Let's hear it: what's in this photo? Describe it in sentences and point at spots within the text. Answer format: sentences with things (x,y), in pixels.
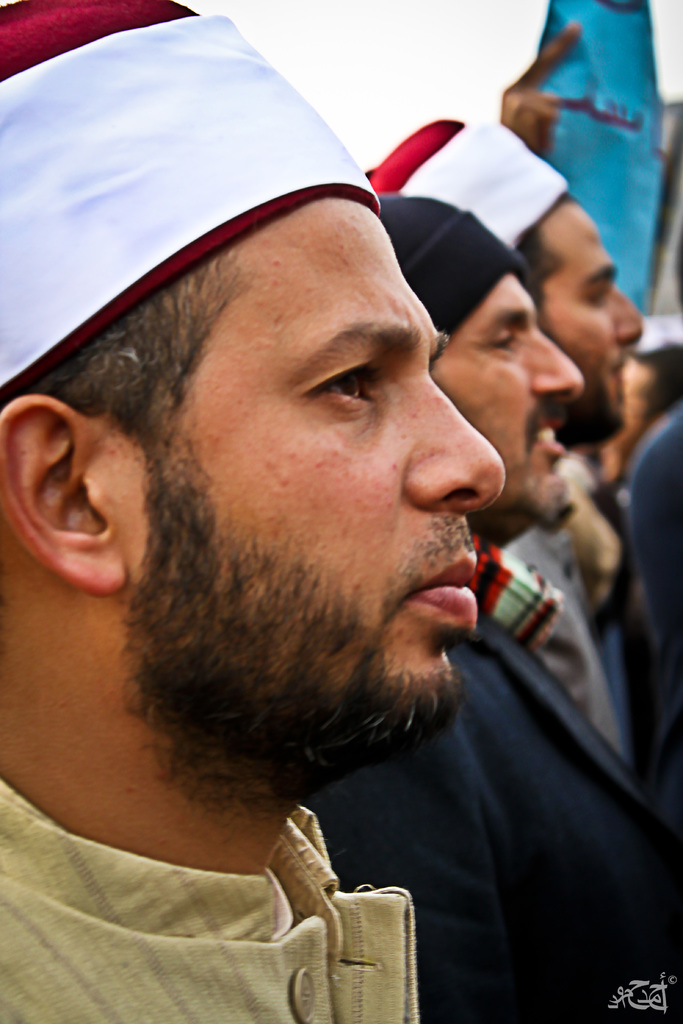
In the image in the center (339,605), we can see a few people (237,575) are standing and they are wearing caps (175,249).
